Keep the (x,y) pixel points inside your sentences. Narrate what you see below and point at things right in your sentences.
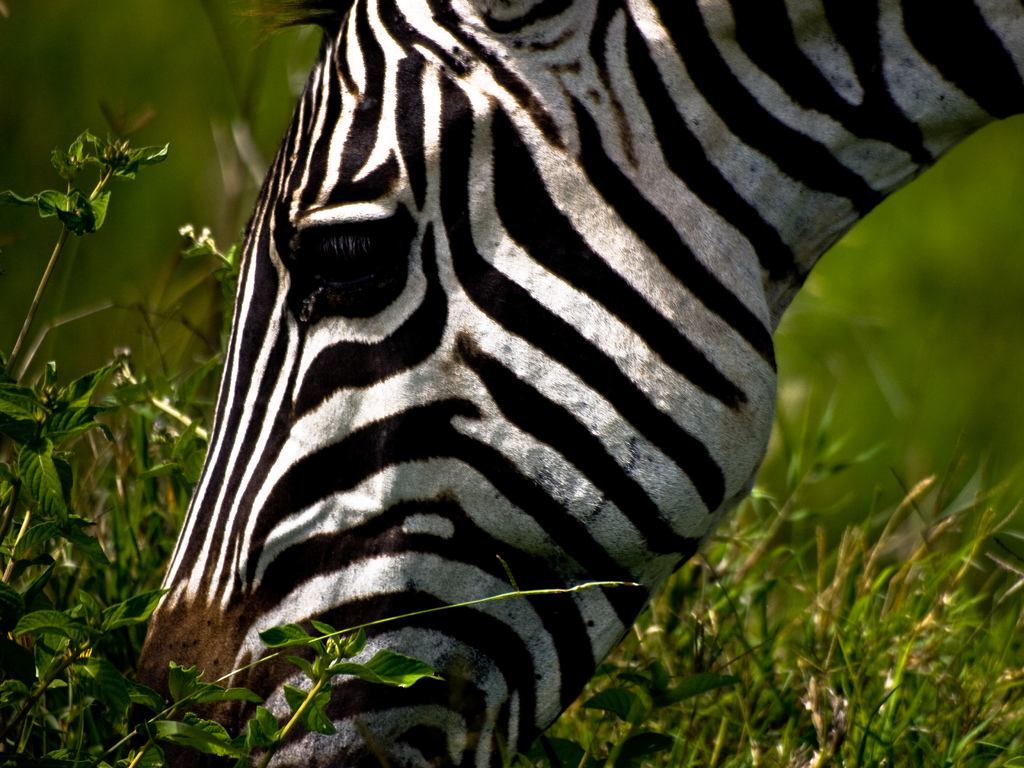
In this image we can see a zebra (660,233) is grazing on the ground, there are small plants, there is a grass (788,468), the background (206,21) is blurry.
